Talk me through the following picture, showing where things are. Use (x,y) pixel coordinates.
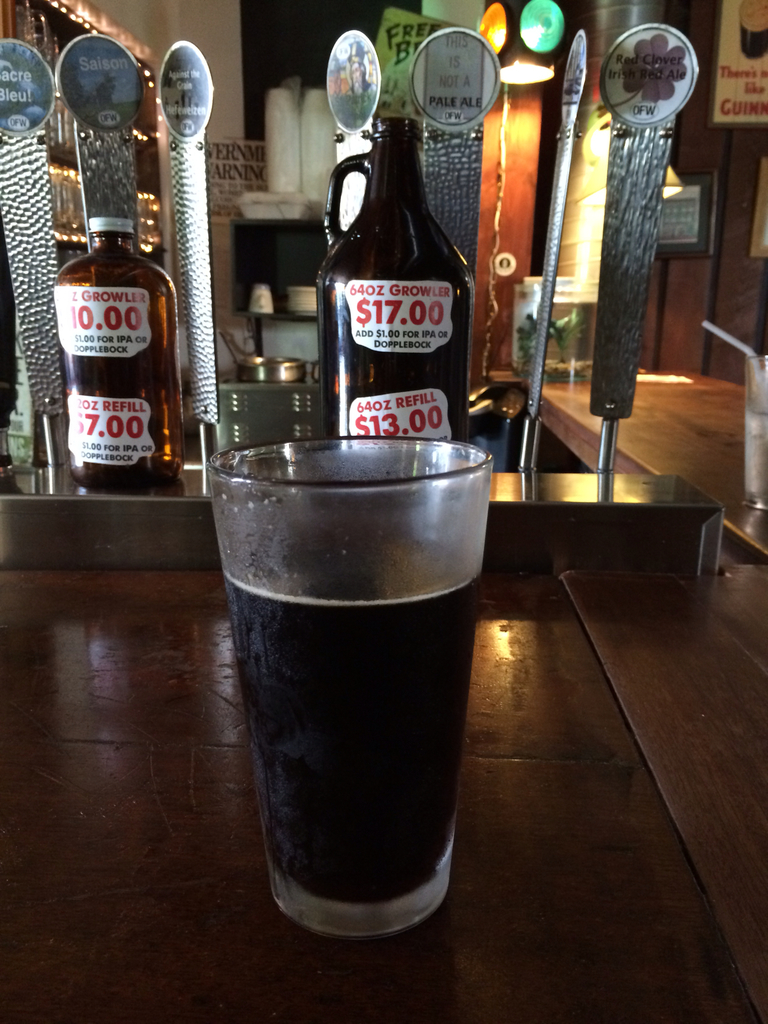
Here I can see a table (545,873) on which two glasses (412,618), bottles (418,404) and some boards (612,309) are placed. In the background (281,246) there is a rack (281,274) in which few objects (256,310) are filled. On the top of the image (164,21) I can see the wall (167,21). On the right top of the image (742,45) I can see a poster (737,75) is attached to a cupboard (741,180).
